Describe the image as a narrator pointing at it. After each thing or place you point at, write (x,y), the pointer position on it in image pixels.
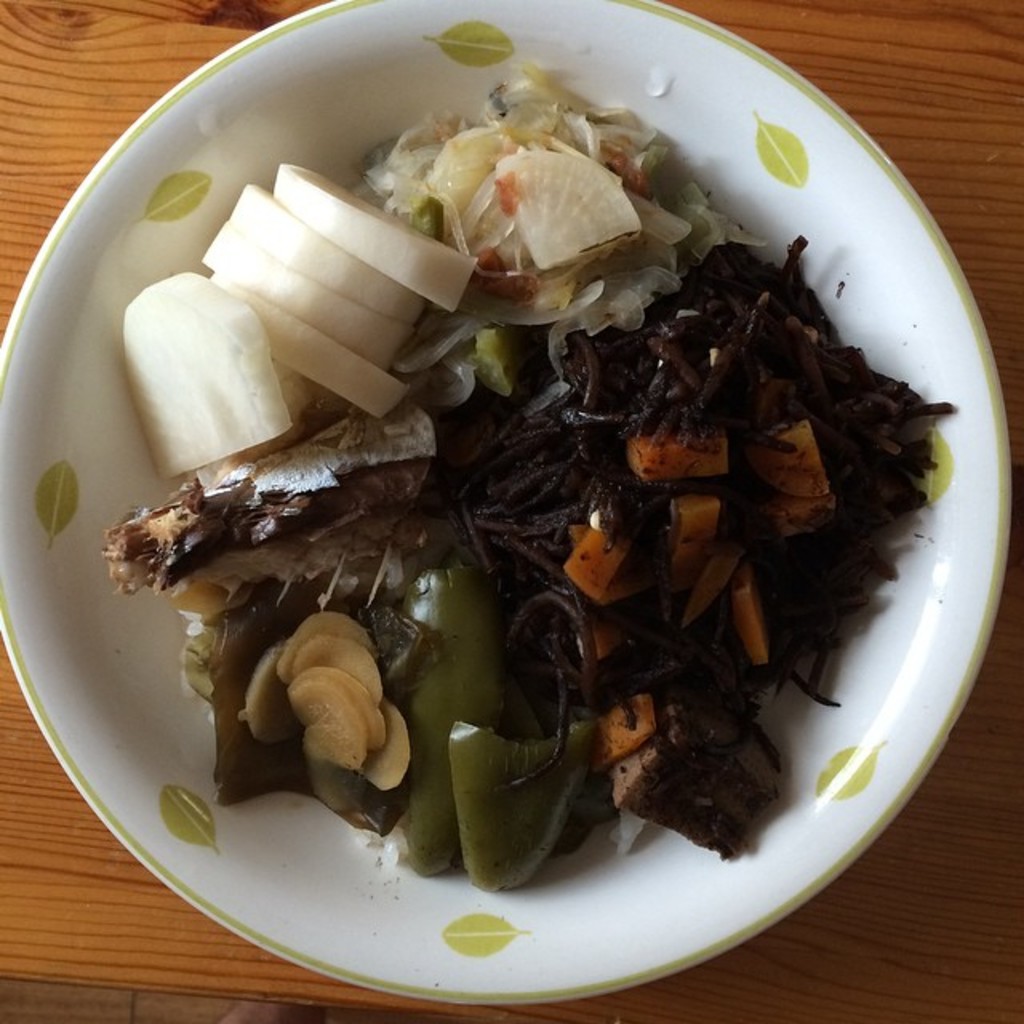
The picture consists of a bowl (138,144), on a wooden table (193,981). In the bowl (399,79) there are various food items (477,568).
